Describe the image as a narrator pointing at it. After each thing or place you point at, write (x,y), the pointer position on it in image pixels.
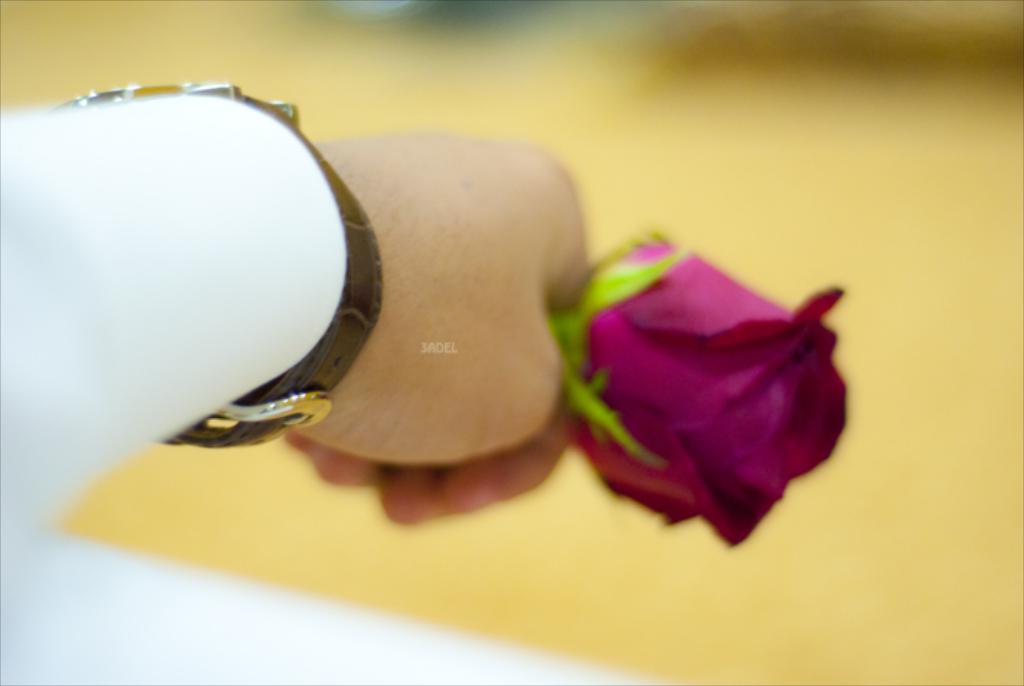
On the left side (153,231), there is a person (80,313) in white color shirt (244,254), wearing a watch (328,169) and holding a rose flower (687,335). And the background (70,45) is blurred.
